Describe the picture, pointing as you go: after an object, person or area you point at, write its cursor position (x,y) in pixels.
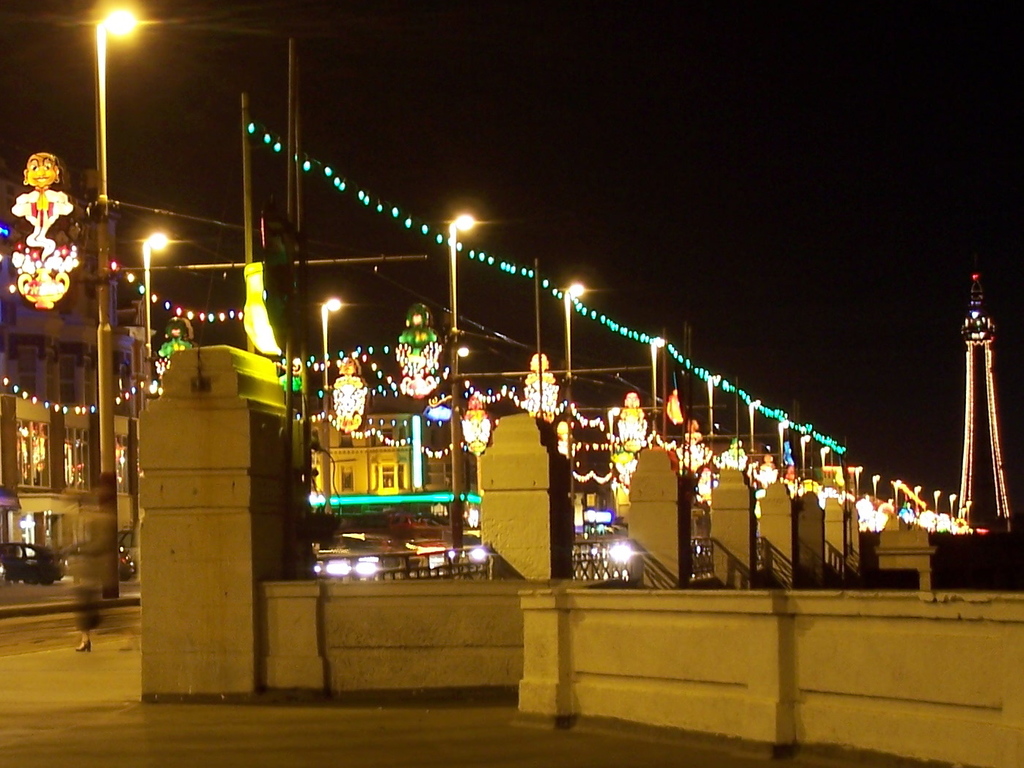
In front of the image there is a concrete fence (542,507) with pillars (655,495), besides the pillars (715,517) on the pavement (118,636) there is a person (88,620) walking, beside the pavement (92,649) on the road (43,638) there are vehicles (31,576) and there are lamp posts (104,518), beside the road (71,631) there are buildings (14,461), on the top of the road (123,592) is decorated with lamps (63,275), in the background of the image (978,344) there is a tower (979,324) decorated with lights (991,366).
